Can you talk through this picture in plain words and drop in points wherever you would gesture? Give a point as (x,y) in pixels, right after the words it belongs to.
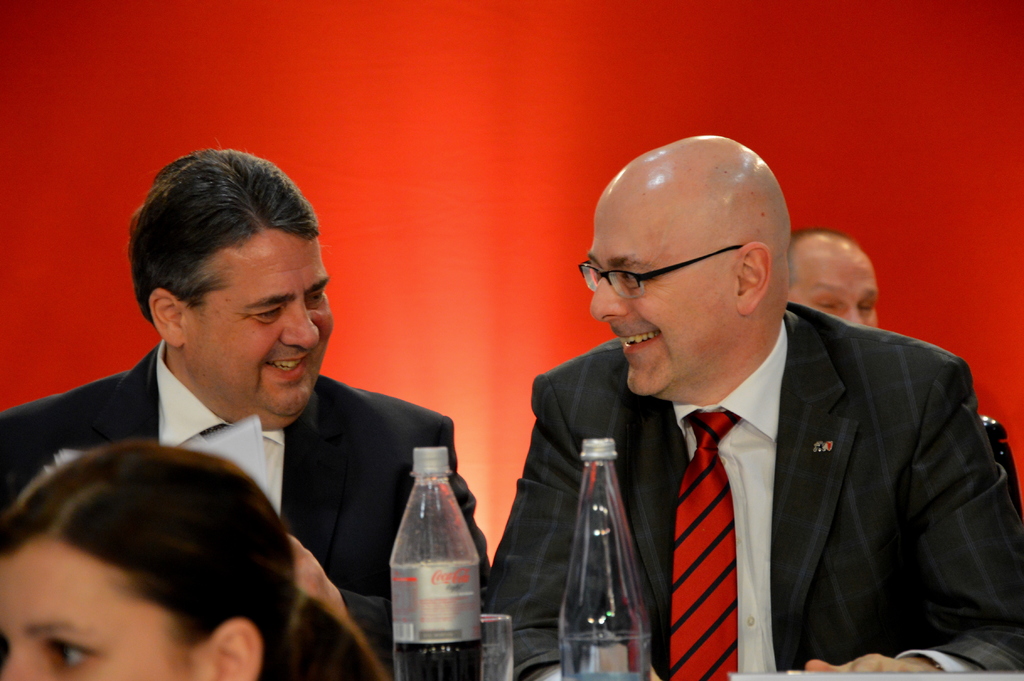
In this image, we can see persons (546,380) on the red background (222,67). There are bottles (574,585) at the bottom of the image (426,595).
